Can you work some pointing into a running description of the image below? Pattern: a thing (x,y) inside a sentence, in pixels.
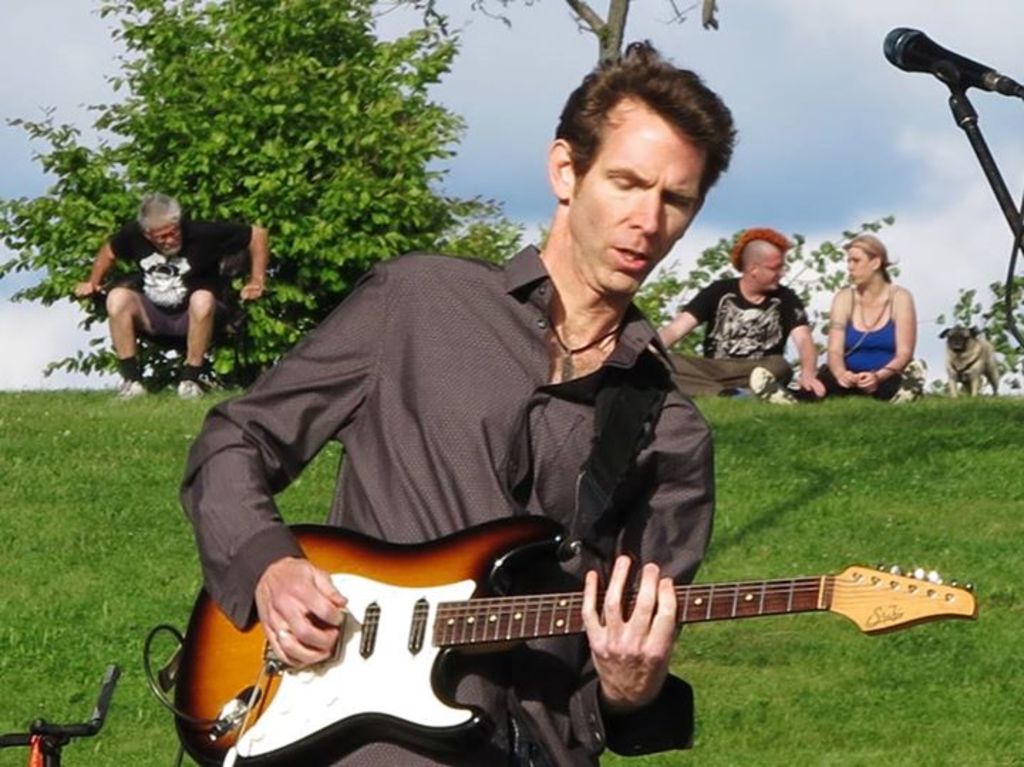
As we can see in the image there is a sky (799,72), mic (910,59), tree (424,125) and a man (498,499) holding guitar (442,584).
